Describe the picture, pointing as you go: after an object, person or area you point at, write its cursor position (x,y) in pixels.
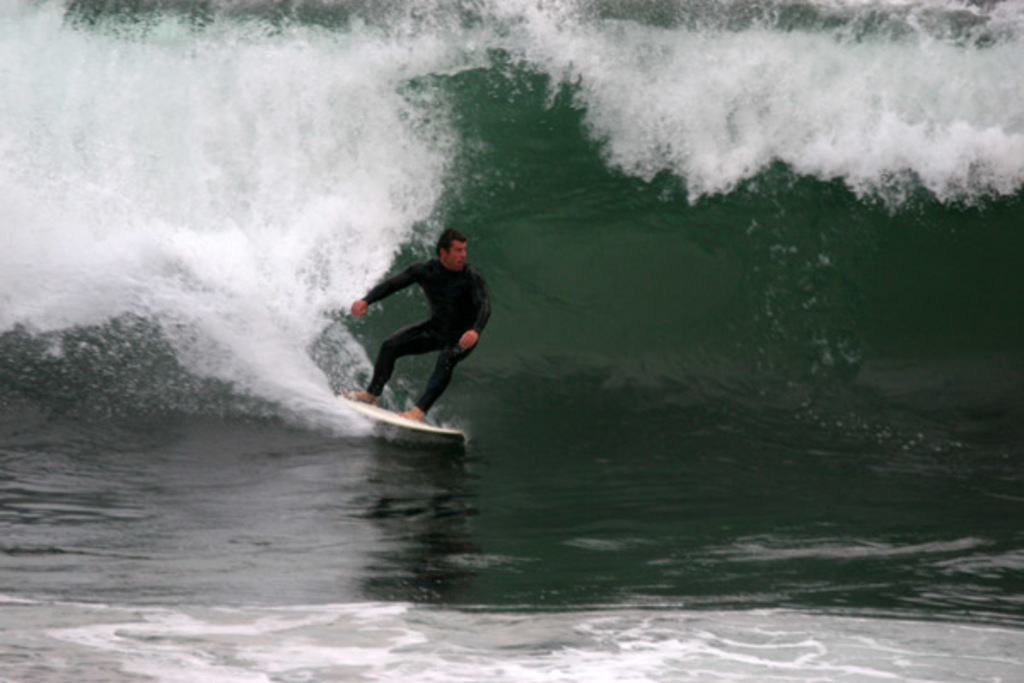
In this image we can see a man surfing on the sea (359,288).
